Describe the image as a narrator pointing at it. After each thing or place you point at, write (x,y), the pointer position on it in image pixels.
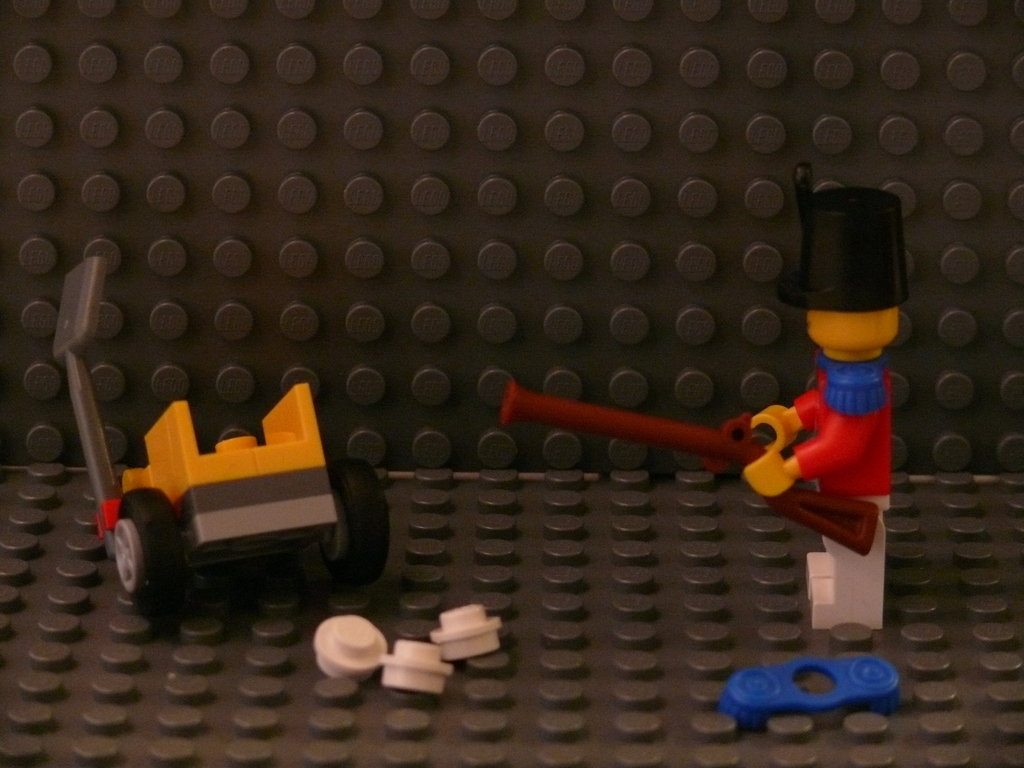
In this image I can see few colorful toys (363,477) and building blocks (518,542).
